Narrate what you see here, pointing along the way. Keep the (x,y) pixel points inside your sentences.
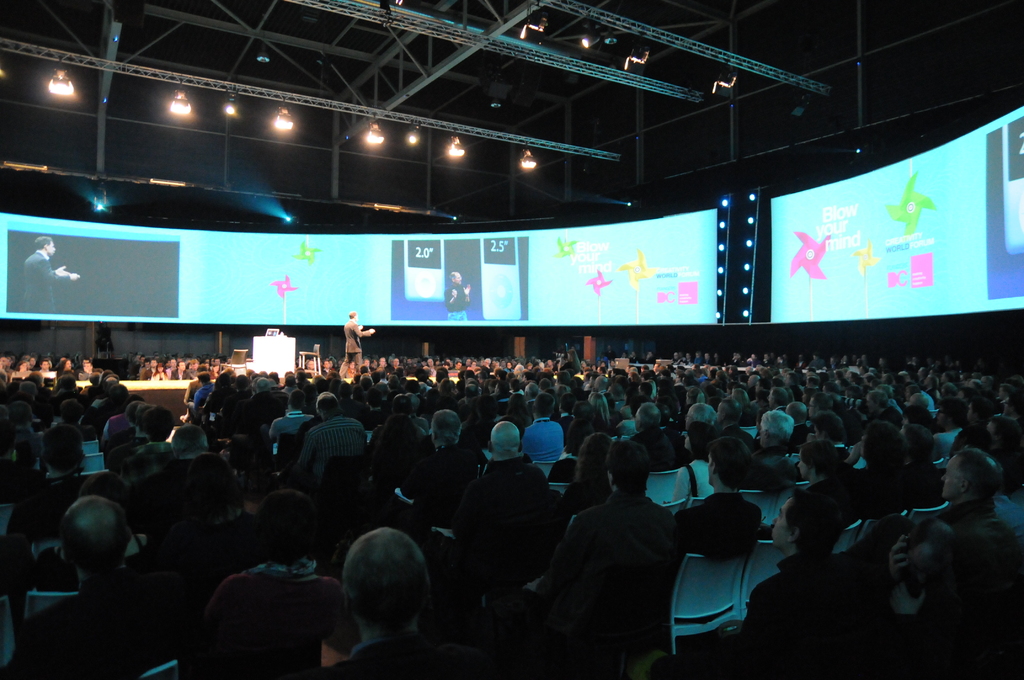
Here we can see crowd (535,512) sitting on the chairs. There is a person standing on the stage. There are chairs (301,354) and a table (268,367). In the background (938,291) we can see screens (850,268), rods (595,11), and lights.
